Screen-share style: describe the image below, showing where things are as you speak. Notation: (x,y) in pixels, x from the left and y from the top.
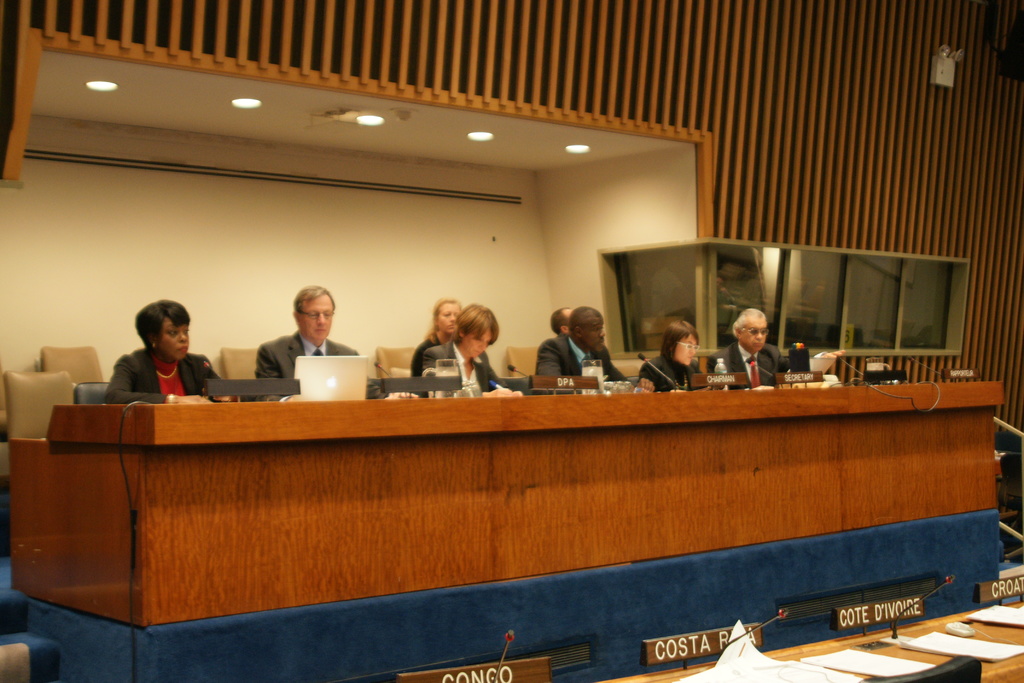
In this image in the center (458,326) there are persons (468,358) sitting. In the front (343,372) there is a desk (523,414) which is brown in colour and on the desk (389,418) there are name plates (792,375), and there is a laptop (327,380), there are mics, bottles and there are wires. In the background (429,287) there is a wall (260,237) which is white in colour. On the top (112,82) there are lights (94,88). In the front (867,649) on the bottom right (923,650) there are papers (945,643) on the table (824,652) and there are name plates (871,617).
